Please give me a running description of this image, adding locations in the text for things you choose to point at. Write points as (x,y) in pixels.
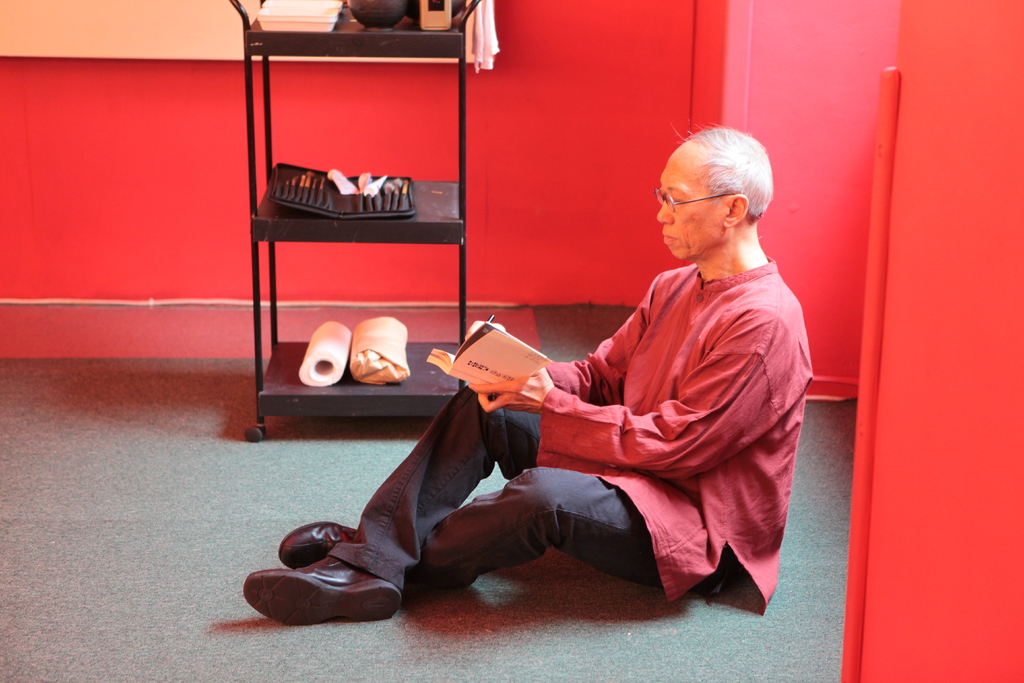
In this image there is one person (522,385) who is sitting, and he is holding a book (498,365) and writing something. And in the background (346,27) there is a table (322,42), and on the table (337,46) there are some mats (396,329) and some objects (320,176) and there is a wall (262,148) which is in red color. At the bottom (139,546) there is a floor (85,492).
